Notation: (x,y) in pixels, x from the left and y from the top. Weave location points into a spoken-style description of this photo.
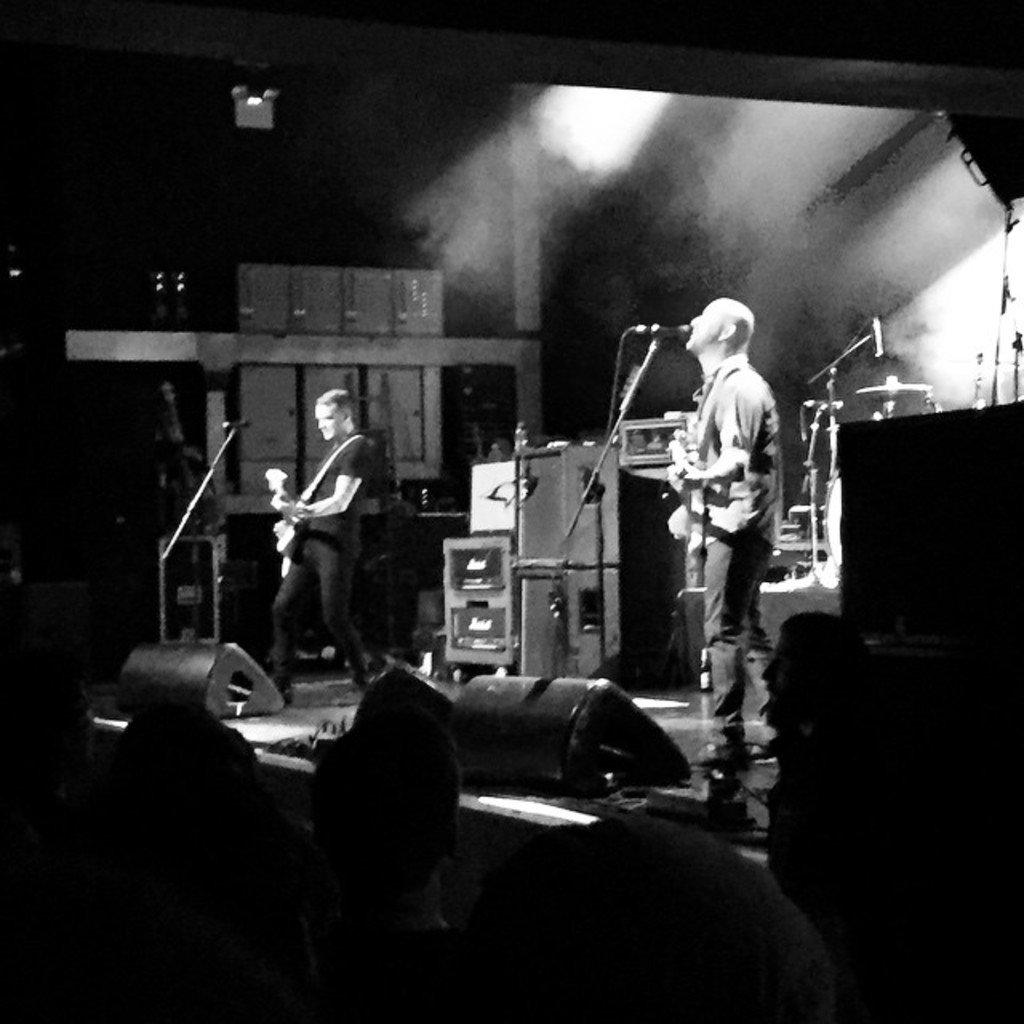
In this picture we can see a person (322,410) is standing on a stage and playing guitar (279,548), and here is the microphone (190,507), and at right corner (693,430) a person (713,361) is standing and singing, and at down here are the group of people (117,806).
